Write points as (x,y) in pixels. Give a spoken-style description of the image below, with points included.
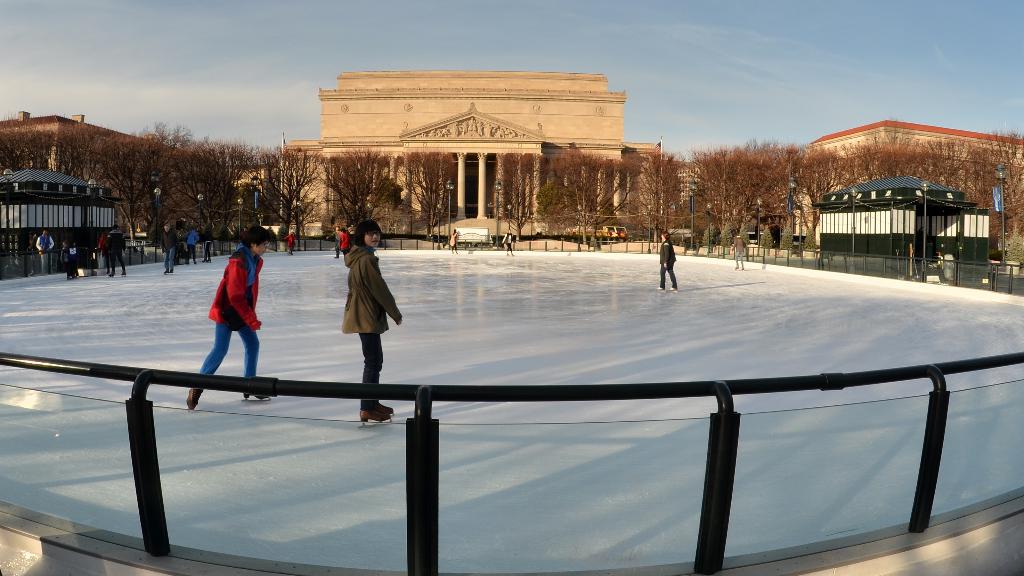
In this image we can see a group of people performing ice skating. On the backside (525,163) we can see some tents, some buildings (483,150) with pillars (463,214), a group of trees (418,210), street poles (853,189) and the sky (803,117) which looks cloudy.
